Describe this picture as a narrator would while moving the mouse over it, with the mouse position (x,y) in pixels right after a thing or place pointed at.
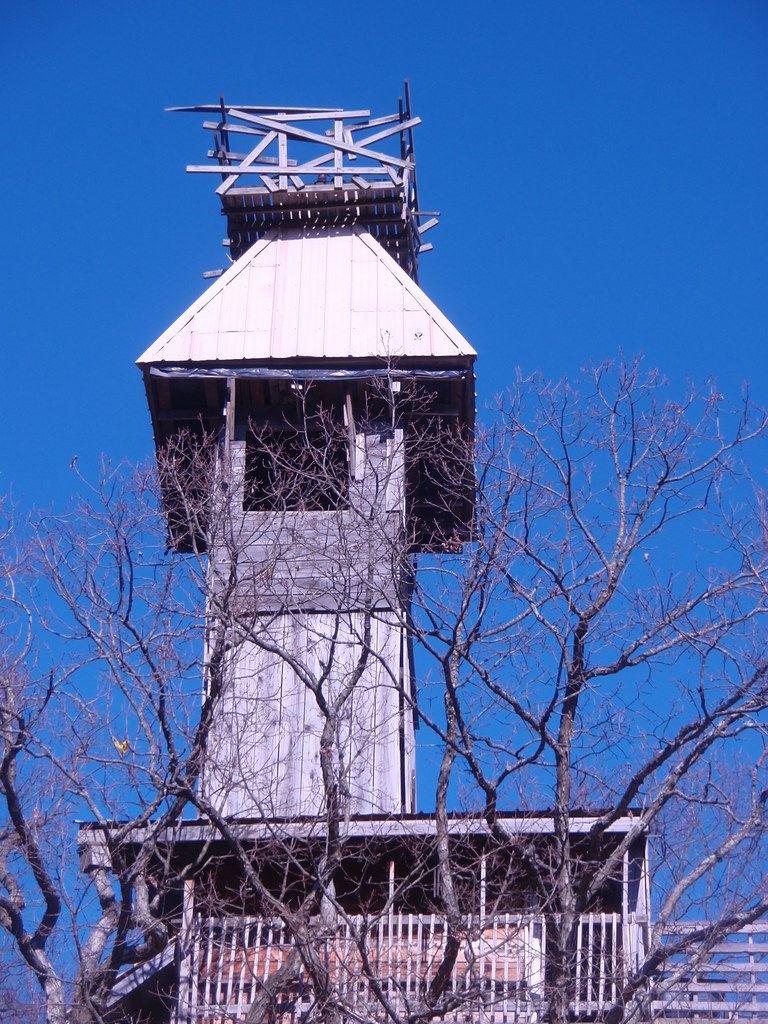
This image is clicked outside. There are trees (463,753) in the middle (470,656). There is sky (321,38) at the top (290,83). There is a house like thing (340,310) in the middle (272,371). It is built with wood (373,854).
